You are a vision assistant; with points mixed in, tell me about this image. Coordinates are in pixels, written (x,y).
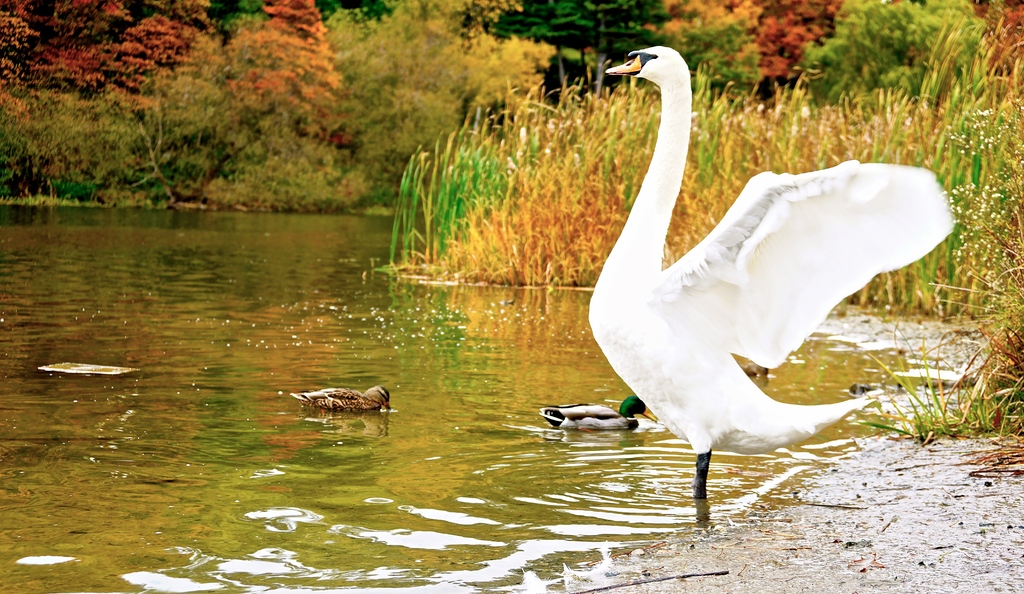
In this picture we can see birds (625,403), water (232,400) and grass (501,184). In the background of the image (589,19) we can see trees (168,150).
